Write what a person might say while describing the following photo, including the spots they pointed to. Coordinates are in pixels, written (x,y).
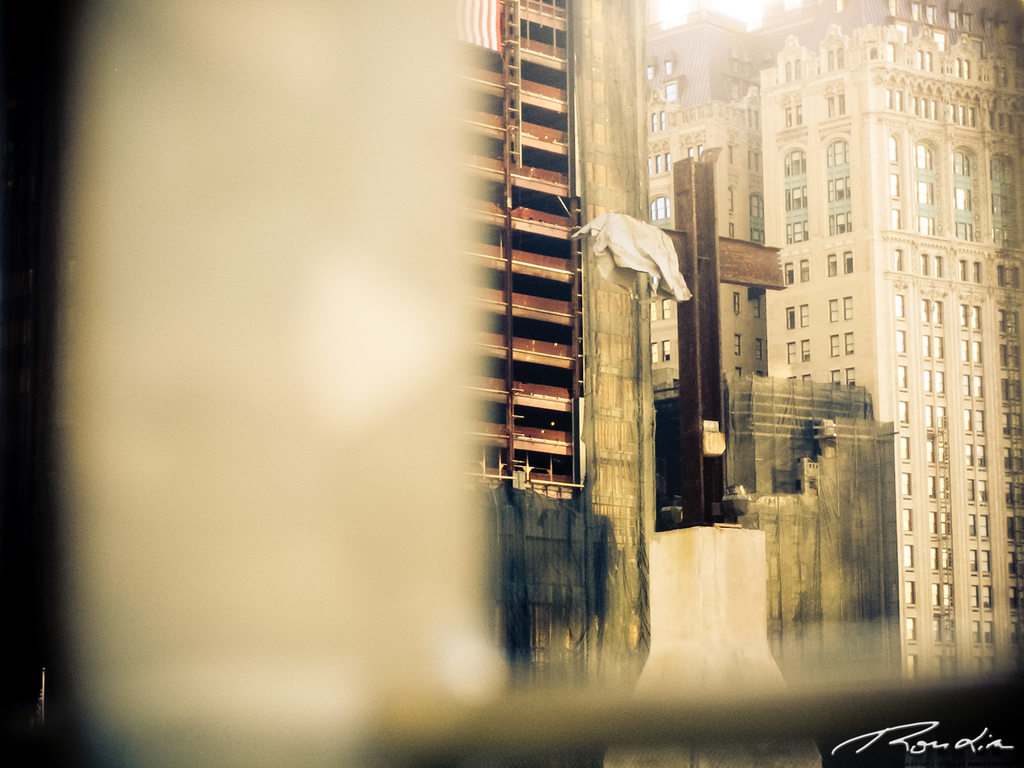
This image contains few buildings (587,296). Before it there is cloth (626,247) on the pole (711,217).
